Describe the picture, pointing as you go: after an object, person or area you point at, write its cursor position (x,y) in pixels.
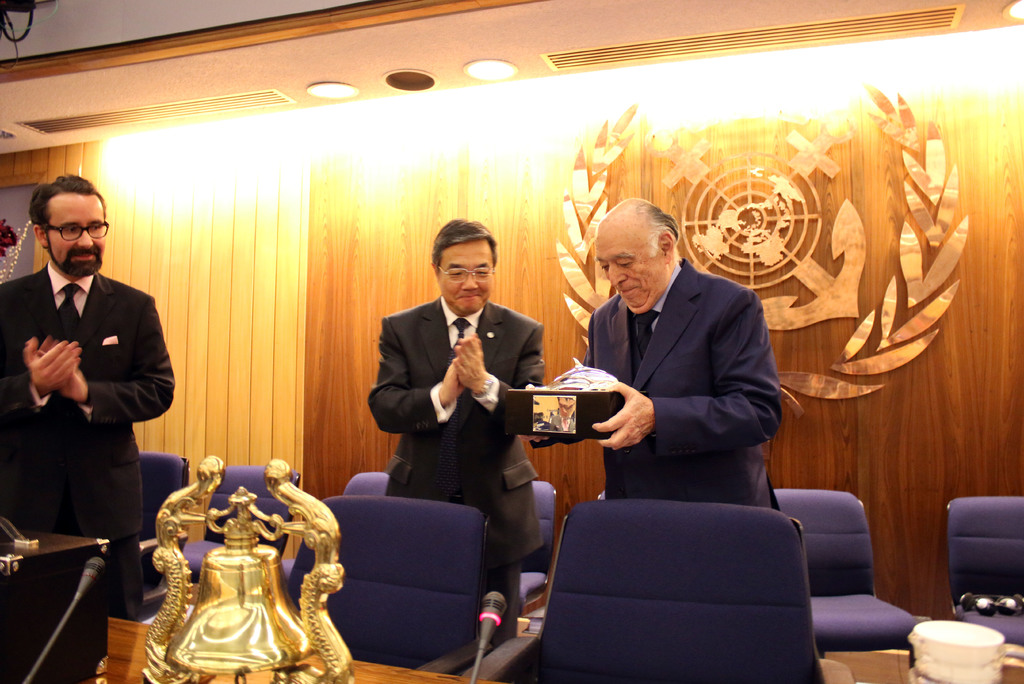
In the image in the center (476,368) we can see three persons (46,365) were standing and they were smiling, which we can see on their faces (477,264). And the right side person (710,327) is holding some object (586,399). And we can see few empty chairs (567,601), microphones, tables (878,679), wooden stand (32,599), glass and one yellow color object (227,585). In the background (294,251) there is a wall (387,224), sign board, roof (144,83) and lights (316,96).
